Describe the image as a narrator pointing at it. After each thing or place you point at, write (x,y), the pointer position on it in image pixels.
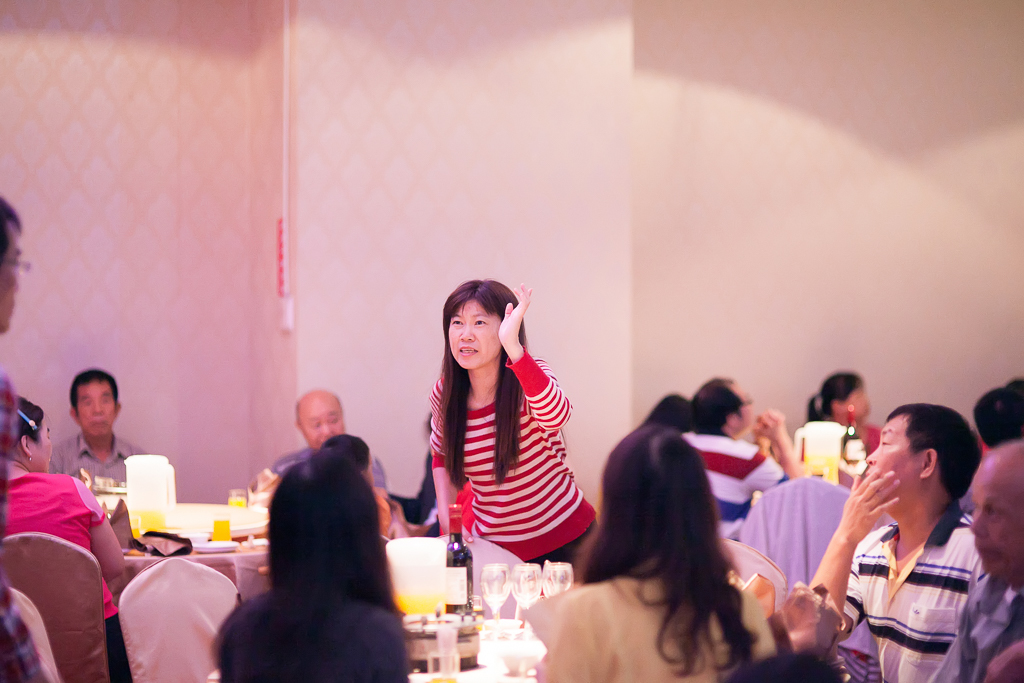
In this image we can see group of people (557,633) are sitting on the chairs (494,545), in front (438,675) here is the table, and glasses (488,571), wine bottle (458,508), jug (393,547), and some objects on it, there a woman (522,408) is standing, there is a wall (409,142).
